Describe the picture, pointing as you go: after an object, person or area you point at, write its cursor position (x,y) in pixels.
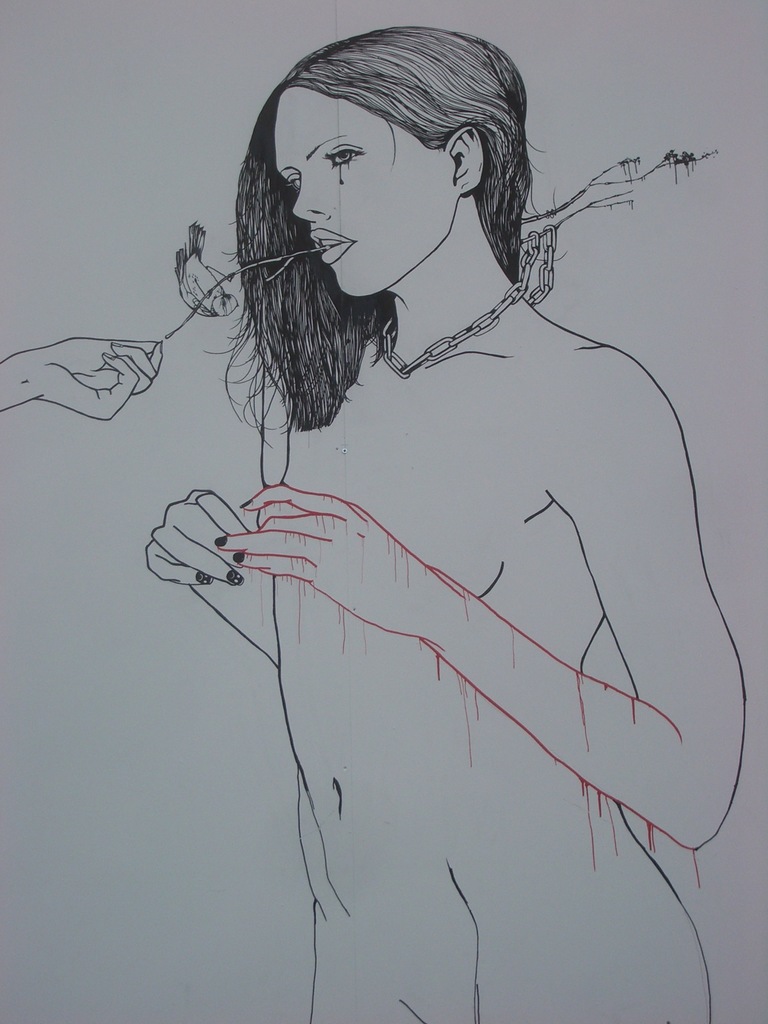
In this image, we can see the pencil sketch (487,632) of a woman (296,356) in the white paper (45,604).
